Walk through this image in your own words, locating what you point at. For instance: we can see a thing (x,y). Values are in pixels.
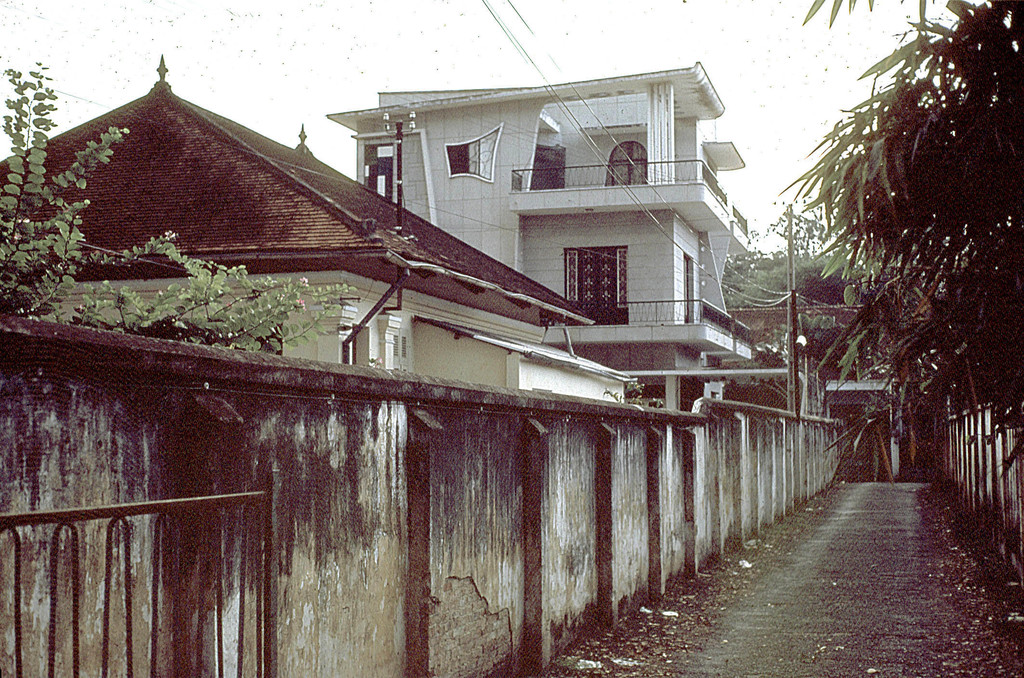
In this image on the left side (100,470) there are some houses (673,406) and wall (287,549) and gate (241,571), and in the background (808,387) there are some trees (839,335) poles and some houses (859,398). At the bottom (807,623) there is a road (886,595), on the right side (943,278) also there are some trees (940,388) and wall (974,481).
